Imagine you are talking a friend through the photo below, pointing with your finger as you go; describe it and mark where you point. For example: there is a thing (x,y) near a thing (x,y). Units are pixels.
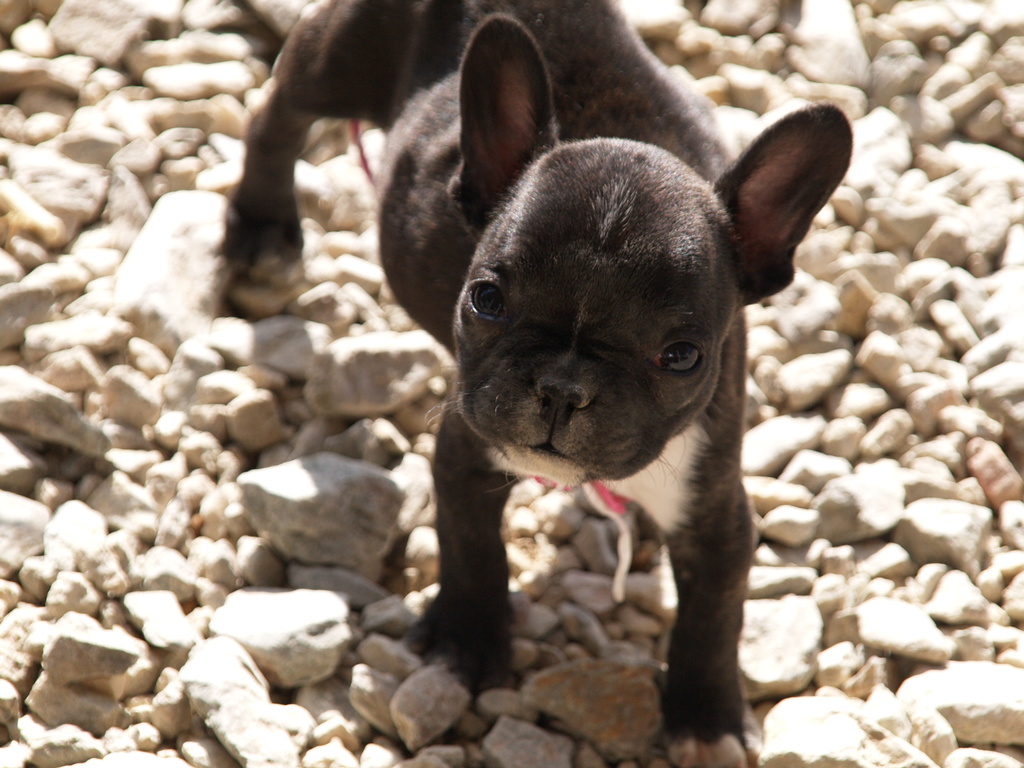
In this image we can see a black color dog (536,357) on the stones (552,593).
